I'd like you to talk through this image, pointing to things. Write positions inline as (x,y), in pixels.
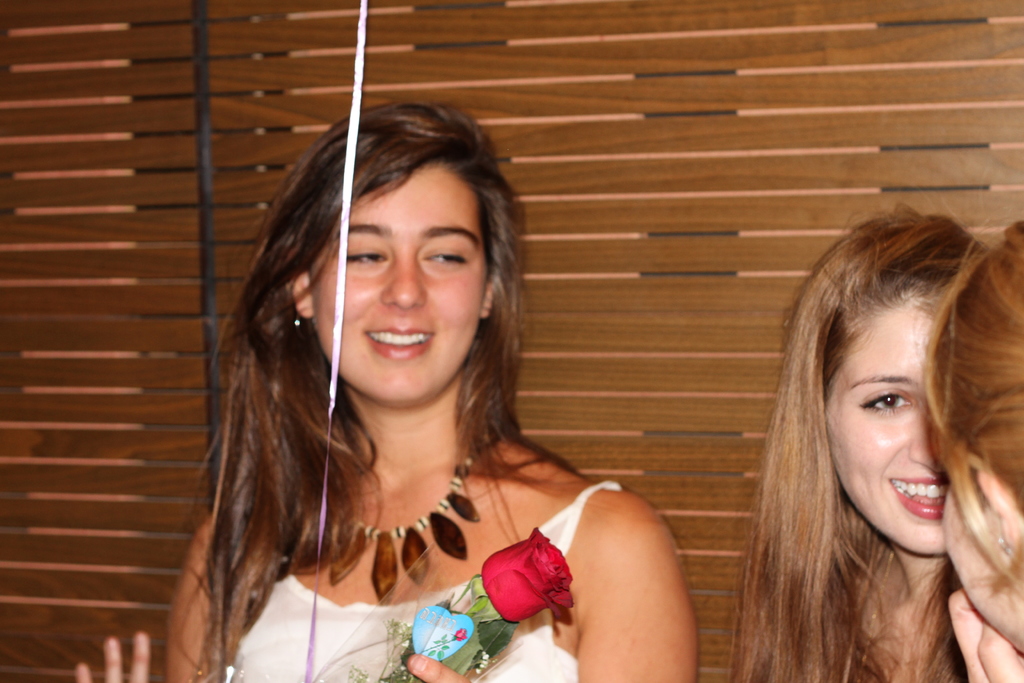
In this picture we can see three women (1022,355) where a woman (290,230) holding a rose (539,572) with her hand (414,669) and smiling and in the background (85,447) we can see a wooden wall (87,428).
